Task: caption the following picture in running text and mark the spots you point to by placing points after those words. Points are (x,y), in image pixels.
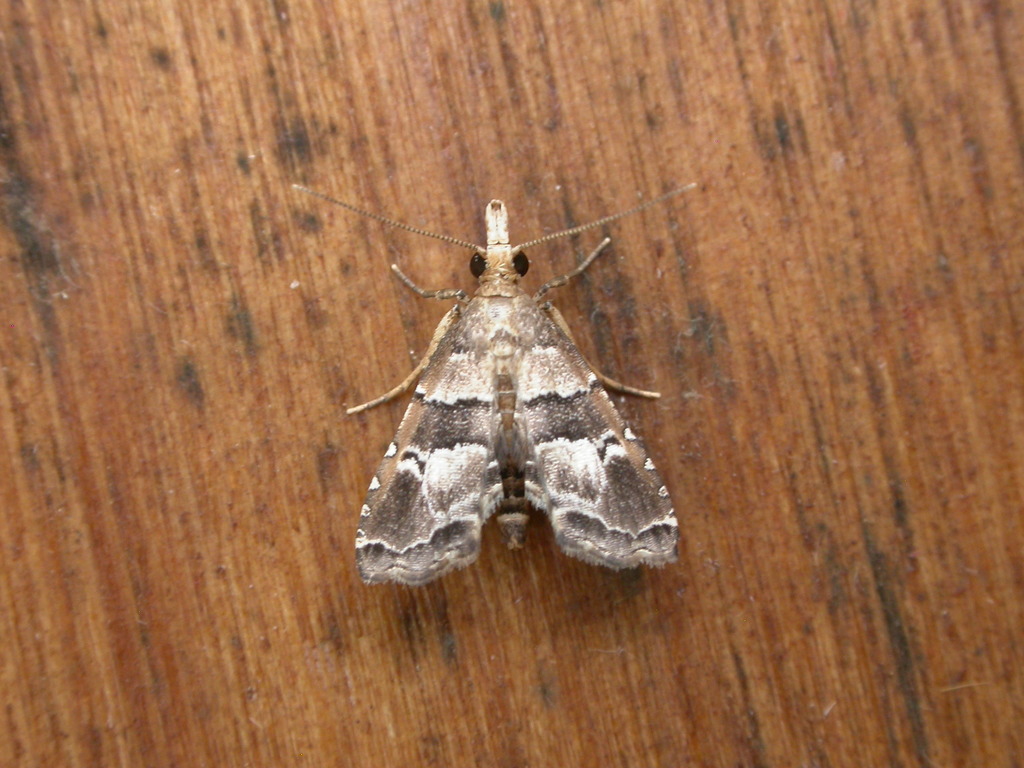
In the center of the image (535,371) we can see an insect (490,325) on the wooden surface (194,619).
